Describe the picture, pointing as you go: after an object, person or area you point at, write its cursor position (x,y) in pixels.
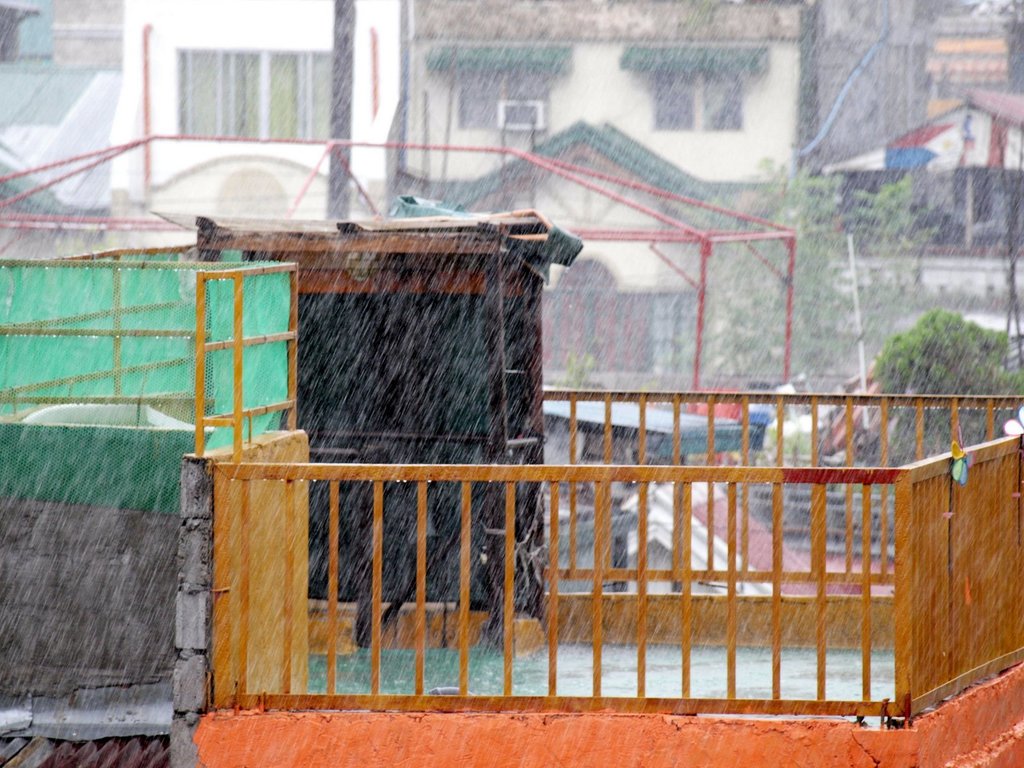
In this image I can see the orange colored railing (647,597), few trees (767,284), few buildings (692,271) which are cream in color, a tent (1023,102) which is red, blue and white in color. I can the water drops (506,246) falling on them.
